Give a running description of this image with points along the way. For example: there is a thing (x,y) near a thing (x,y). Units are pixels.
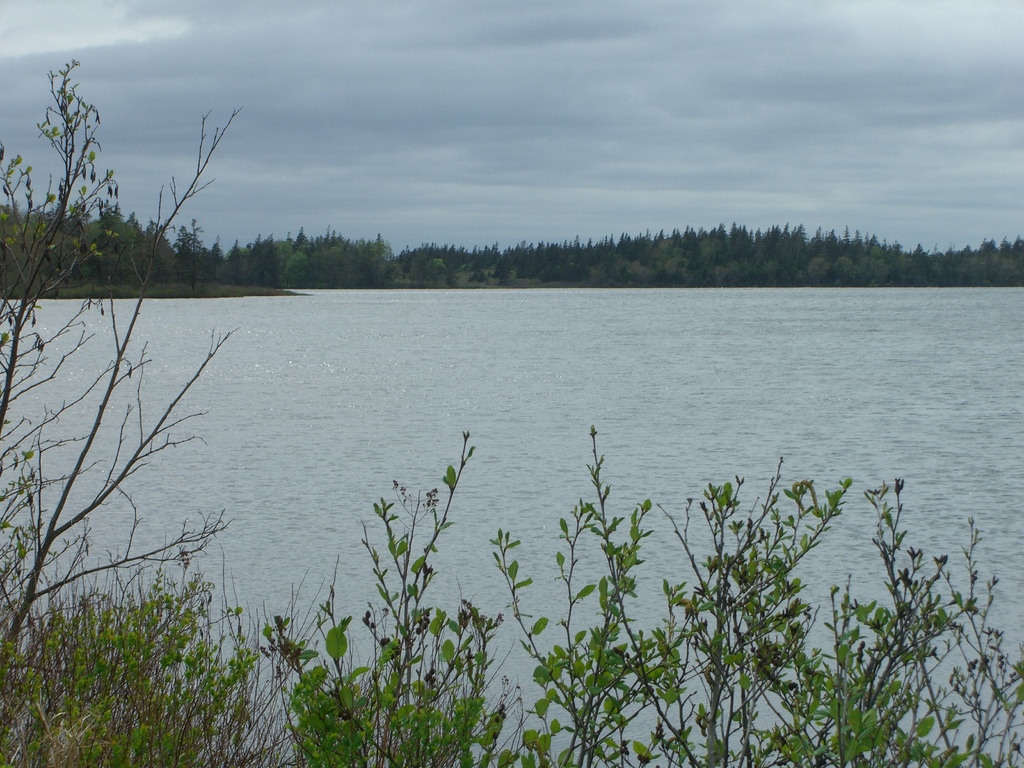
In this image we can see water (606,368), trees (69,267), plants (603,635), sky (730,64) and clouds (161,75).
